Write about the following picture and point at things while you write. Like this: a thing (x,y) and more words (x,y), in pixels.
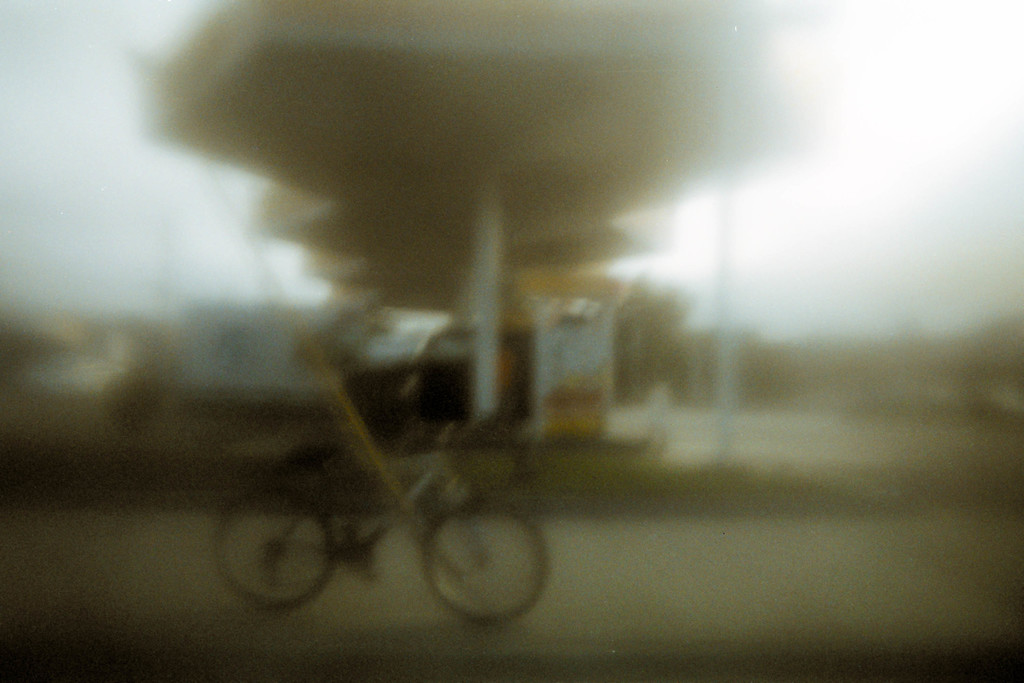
This is a blurry image. In the center of the image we can see a bicycle (491,553) on the road (618,617). There are trees (670,319) and sky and we can see a vehicle (298,366) on the road (348,603).
